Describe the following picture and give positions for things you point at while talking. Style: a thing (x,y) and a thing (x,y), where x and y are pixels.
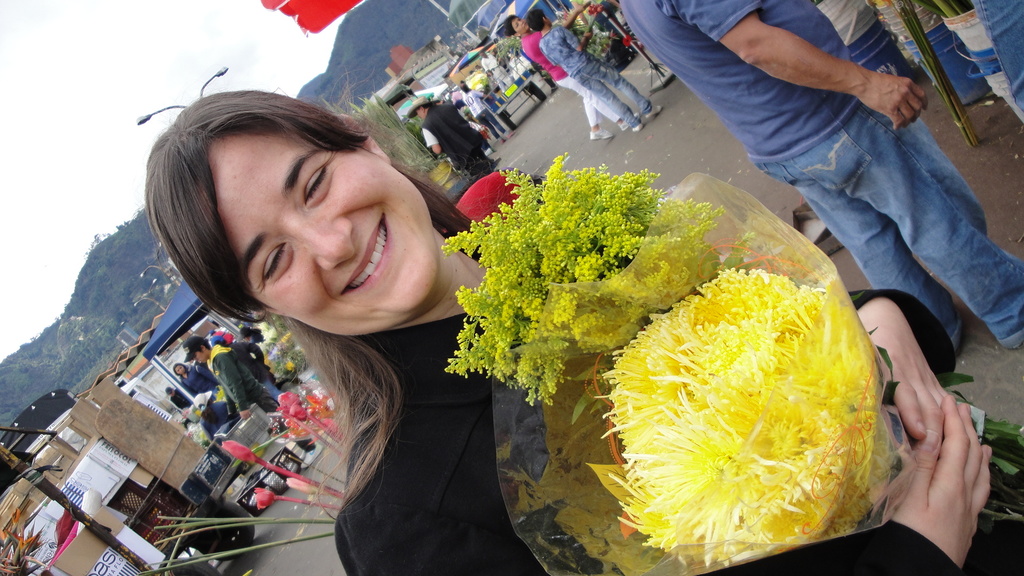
IN this image we can see a few people (785,167), one of them is holding a flower bouquet (654,265), there are tents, light poles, boxes (113,492), there are buckets (880,63), poles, there is a person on the vehicle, also we can see the mountains (322,93), and the sky (120,117).
